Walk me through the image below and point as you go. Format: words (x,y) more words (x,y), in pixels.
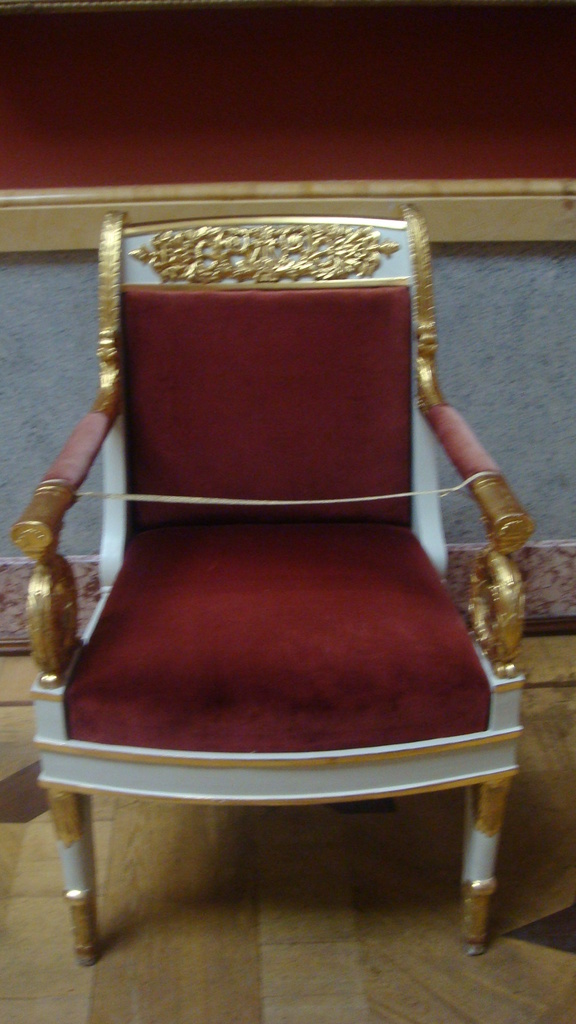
In this picture we can see red color relaxing chair (309,642) placed on the wooden flooring (309,974). Behind there is a red color cushion wall (79,100).
